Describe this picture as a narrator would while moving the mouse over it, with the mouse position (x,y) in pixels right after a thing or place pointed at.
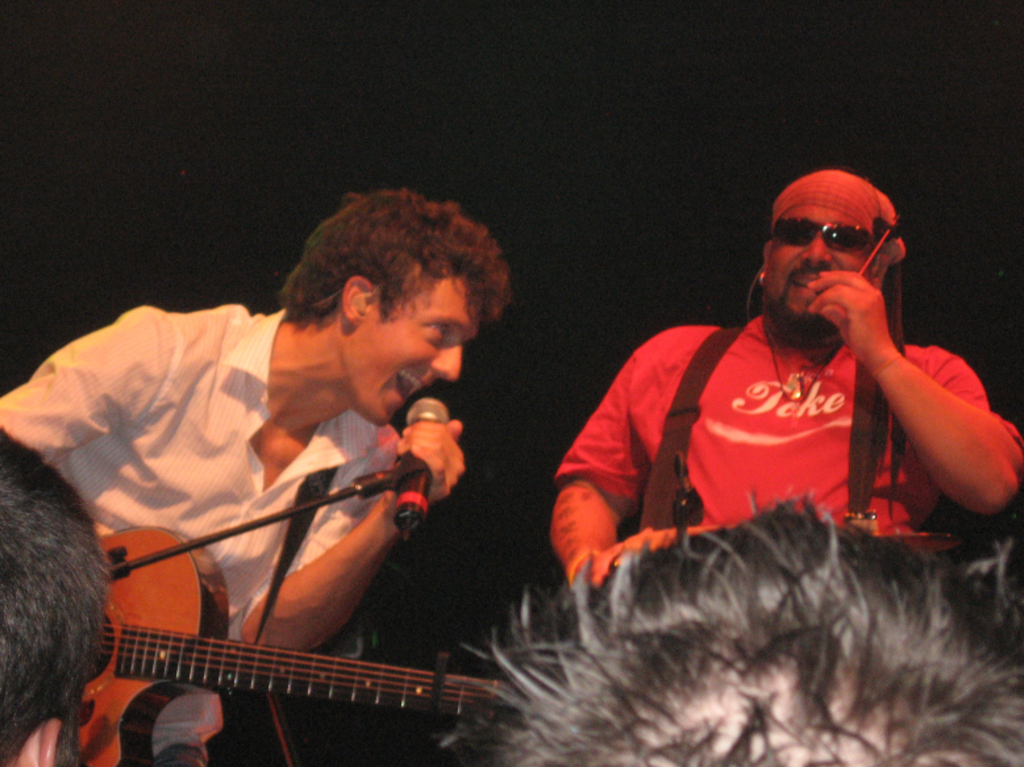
There are two members (198,456) in this picture. One guy (230,584) is playing a guitar (204,643) in his hands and singing in front of a mic (426,401) and a stand (295,510). Another guy (765,421) is singing. He is wearing spectacles (802,235). In the background (544,135) there is dark.
